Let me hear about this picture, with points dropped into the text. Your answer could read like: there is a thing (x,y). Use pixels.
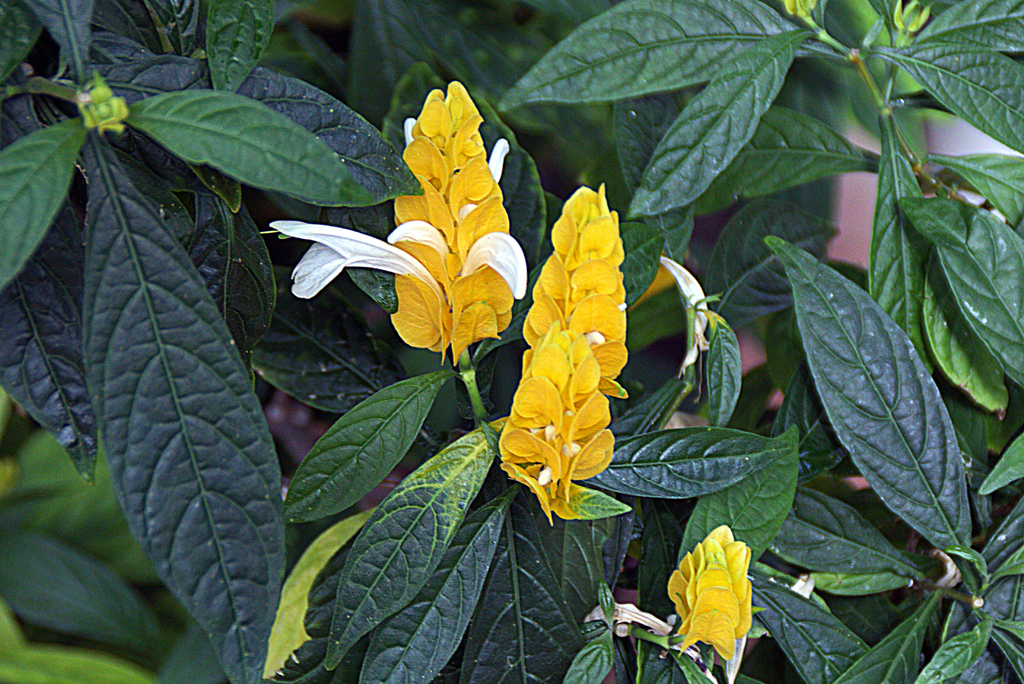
Here in this picture we can see flowers (445,276) present on plants (496,344).
